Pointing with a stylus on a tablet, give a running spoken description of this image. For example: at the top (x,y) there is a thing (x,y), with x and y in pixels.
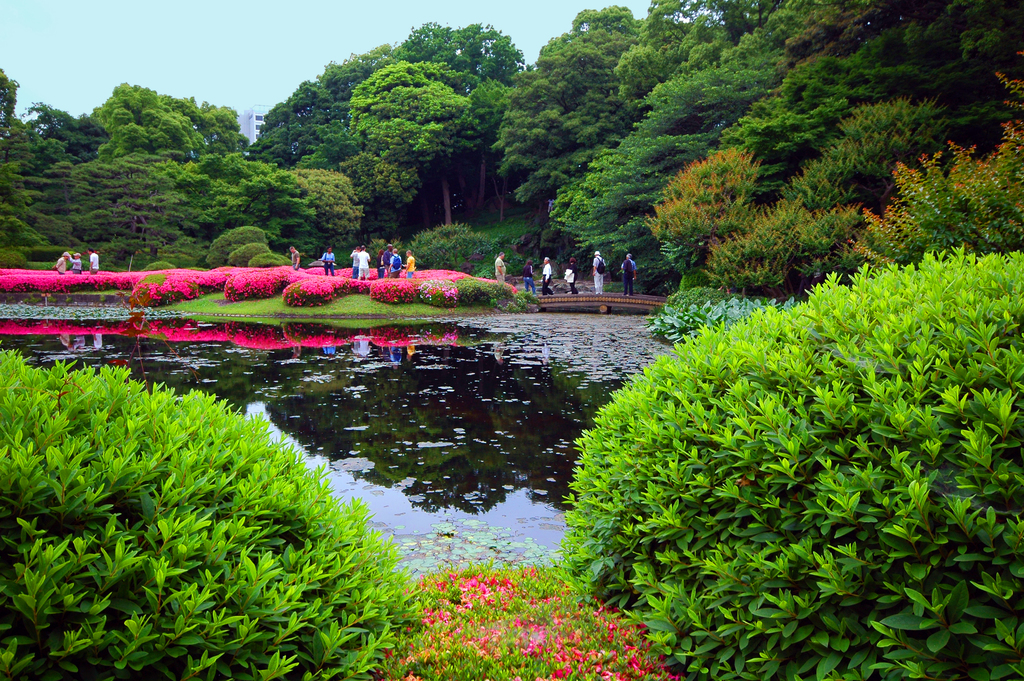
In the image we can see there are plants (876,418) on the ground (195,309) and there is water (338,406). There are flowers (266,276) on the plant (295,293) and there are people (365,263) standing on the ground (210,299). Behind there are trees (848,203) and there is a clear sky (203,45).
